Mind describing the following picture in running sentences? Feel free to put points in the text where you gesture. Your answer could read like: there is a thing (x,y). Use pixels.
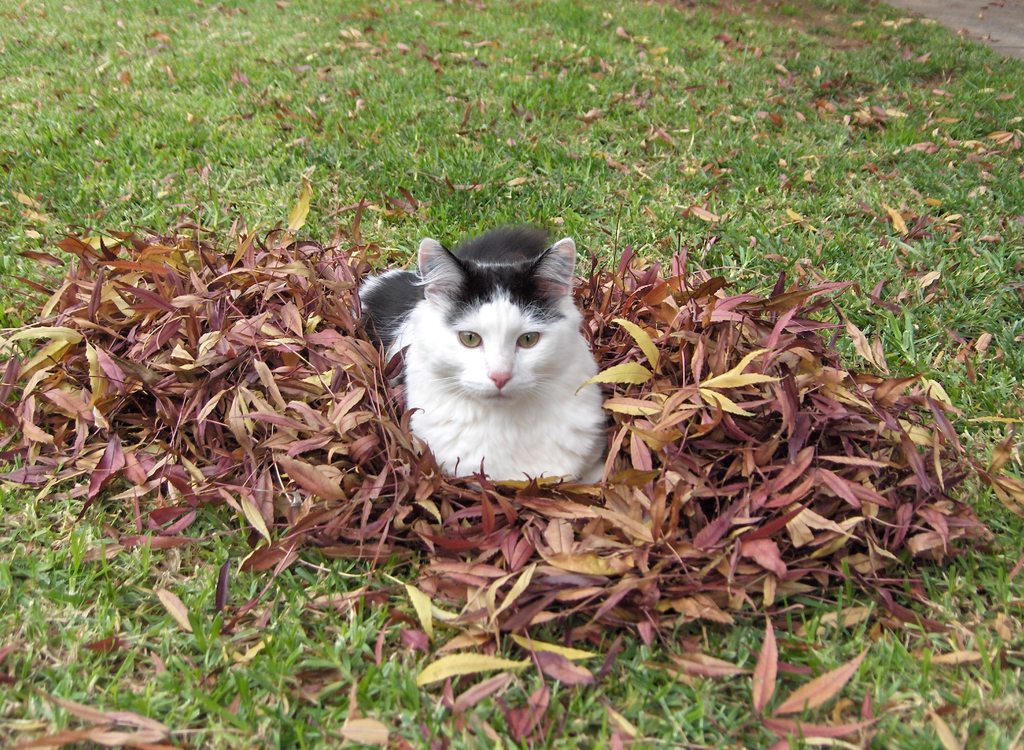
In this image I can see the grass (303,632) on the ground (250,592). In the middle of the image (537,451) there is a cat (490,373) sitting on the leaves (464,526).
